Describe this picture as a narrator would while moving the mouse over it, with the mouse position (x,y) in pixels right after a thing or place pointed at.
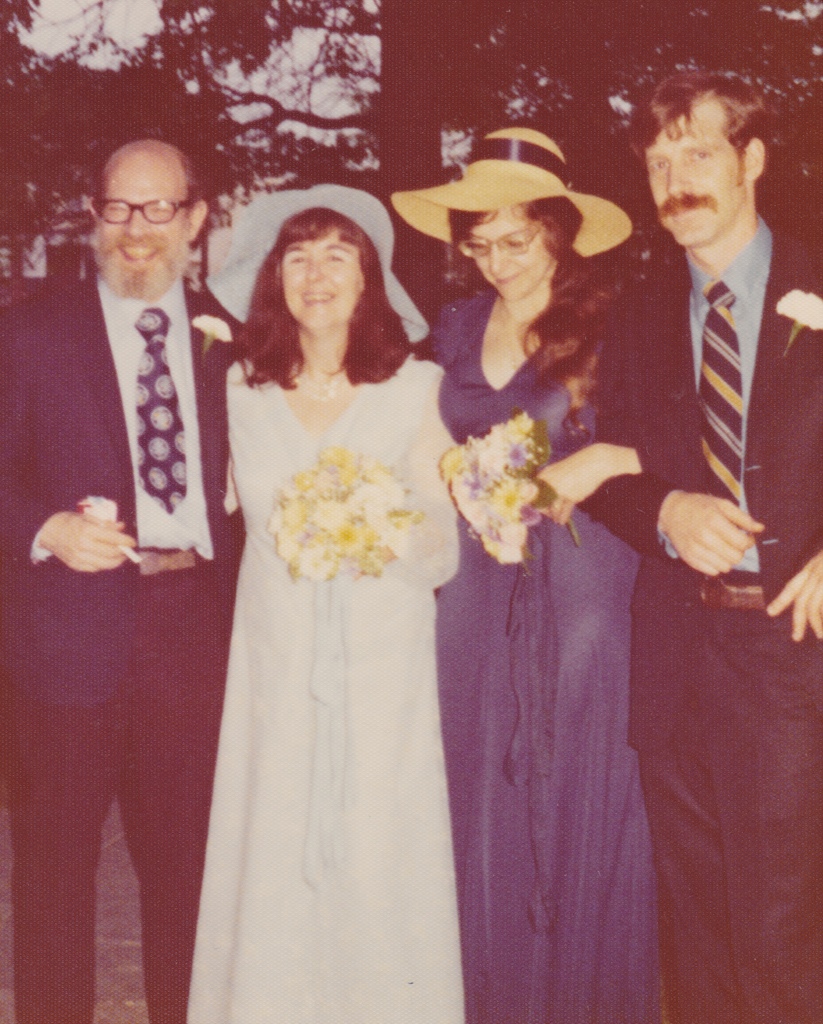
In this image we can see a group of persons (379,304) are standing, and smiling, and holding a flower bouquet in the hands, at the back (392,99) there are trees (495,78).
